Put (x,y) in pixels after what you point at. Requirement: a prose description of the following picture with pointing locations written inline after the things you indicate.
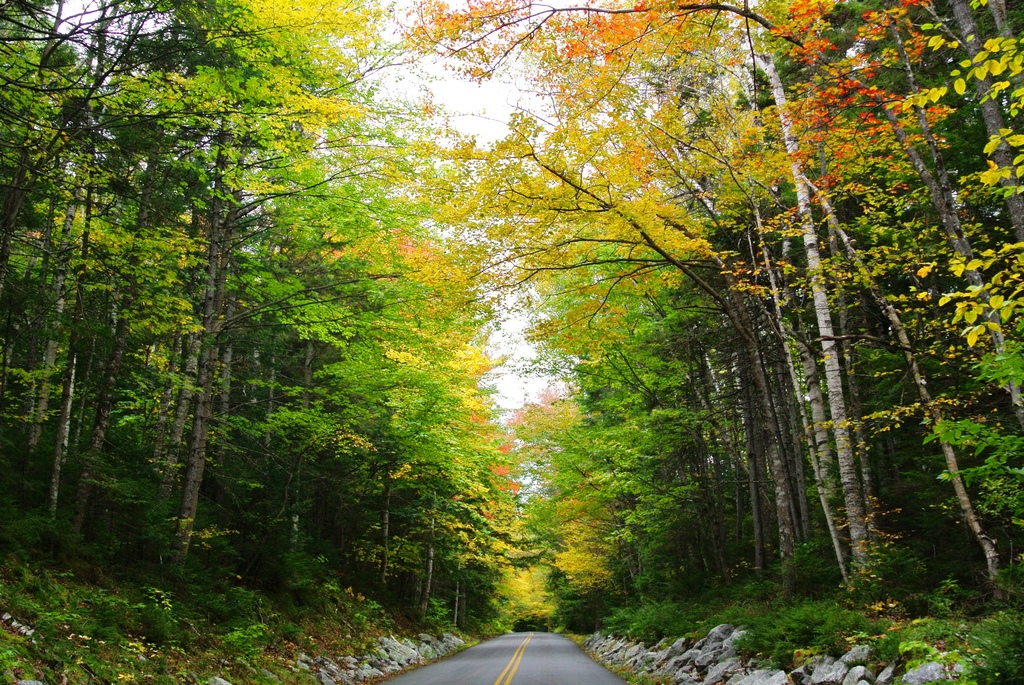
In this image I can see the road (435,682), few rocks (449,641) and few trees (326,393) which are green, yellow and orange in color on both sides of the road (450,663). In the background (449,94) I can see the sky (456,105).
